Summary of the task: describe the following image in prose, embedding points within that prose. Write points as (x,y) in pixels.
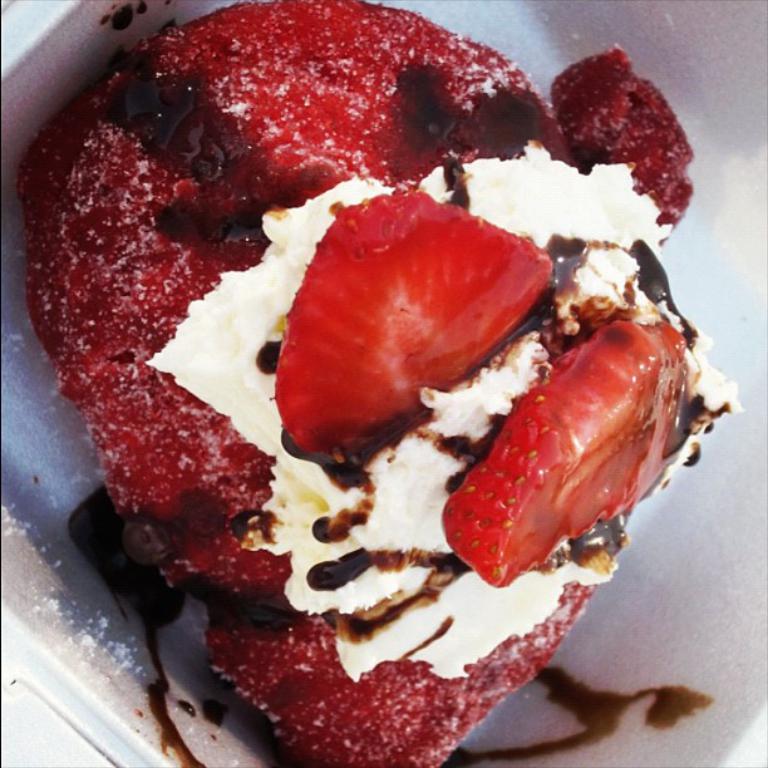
In the center of the image (303,468) there is a food item (128,535) in the plate (128,665).
